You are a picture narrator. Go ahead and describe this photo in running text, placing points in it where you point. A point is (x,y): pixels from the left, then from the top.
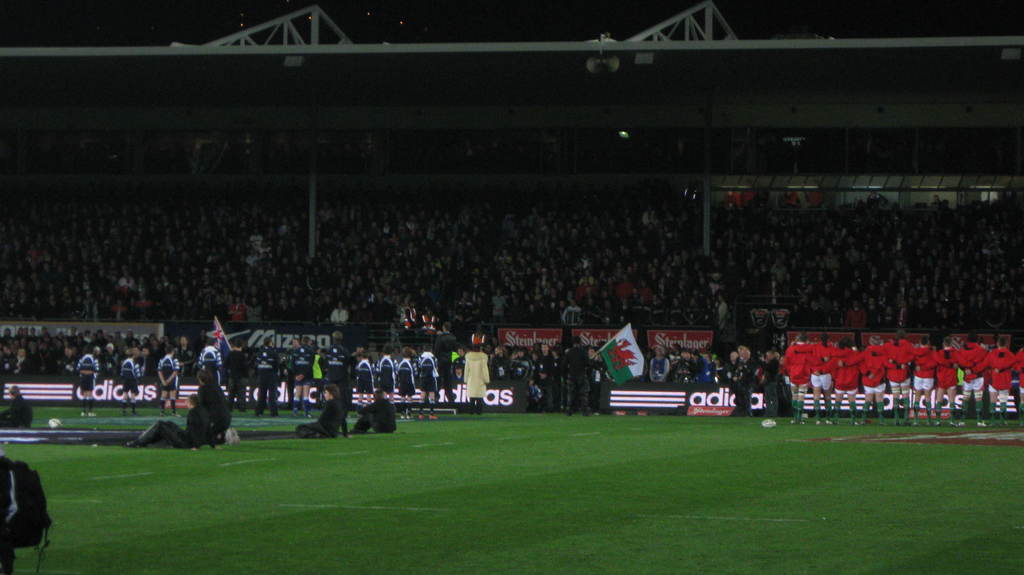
At the top of the image (247,41) we can see iron grill (291,40), speakers (614,70) and spectators (510,224). At the bottom of the image (622,425) we can see crowd (395,366), advertisement (503,340), flag (626,363) and ground (597,435).
